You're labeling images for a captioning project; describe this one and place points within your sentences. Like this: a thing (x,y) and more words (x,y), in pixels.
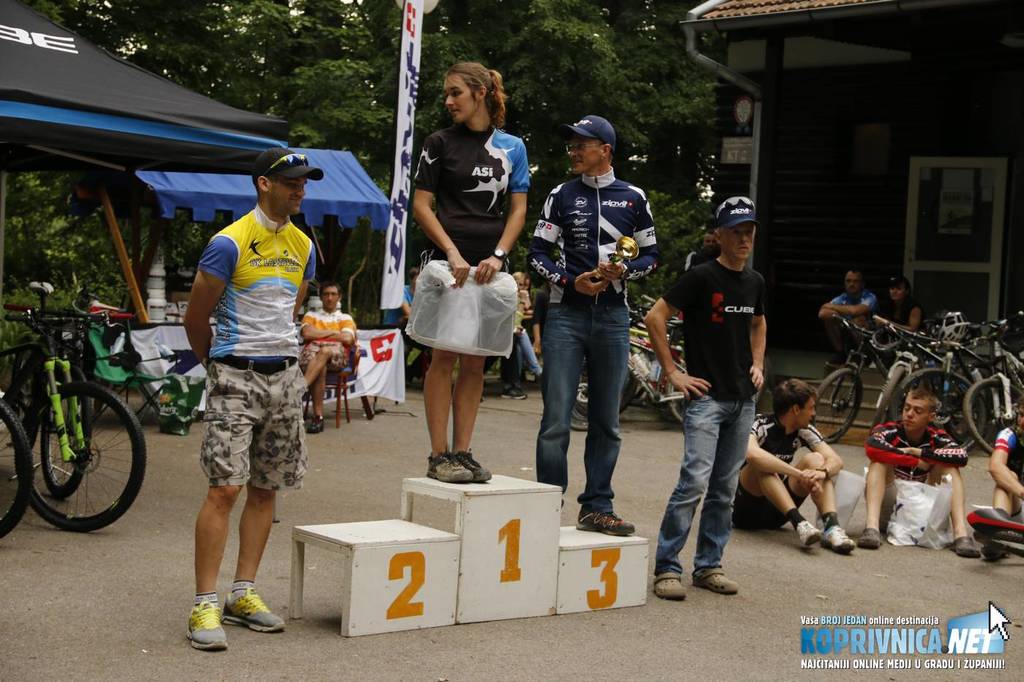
In this image I can see the ground (612,663), few persons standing on the ground (685,663) and few persons (994,490) sitting, few bicycles (854,401), few white colored stools (520,531) and two persons (491,154) standing on them. In the background (268,145) I can see few tents (138,137) which are black and blue in color, a house (863,158), few pipes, a white colored banner (409,5) and few trees (252,71) which are green in color.
